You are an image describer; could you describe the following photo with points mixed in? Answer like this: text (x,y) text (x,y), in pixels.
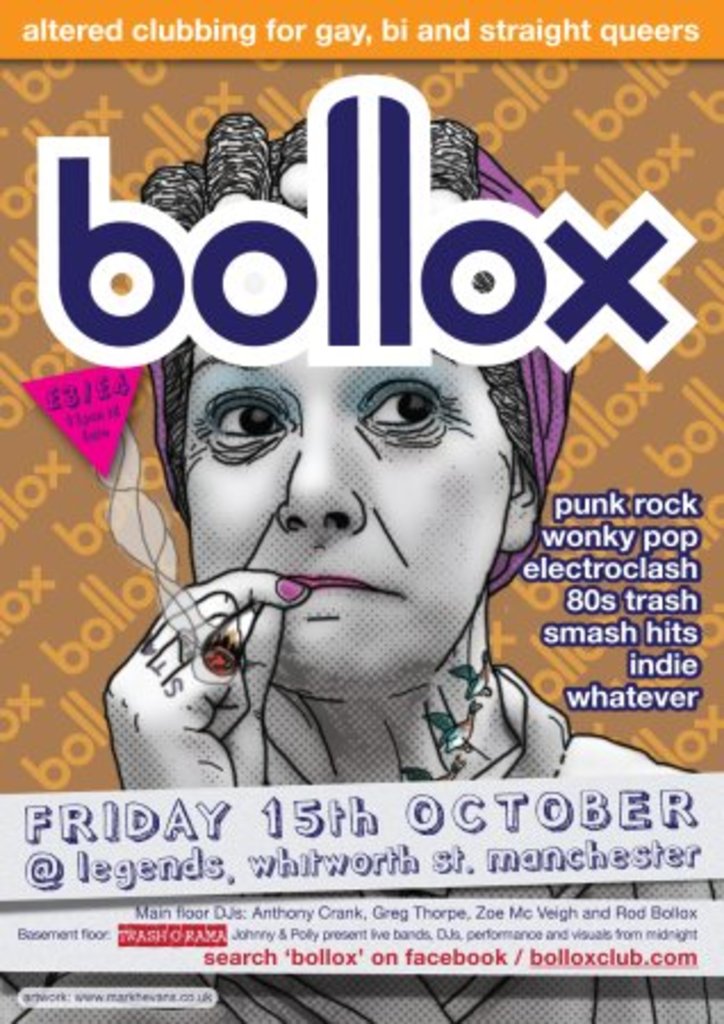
In the picture we can see a poster (626,767) of a woman (640,767) smoking, on it we can see name as bollox and under the image (626,754) we can see Friday 15th October, at legends, Manchester.
